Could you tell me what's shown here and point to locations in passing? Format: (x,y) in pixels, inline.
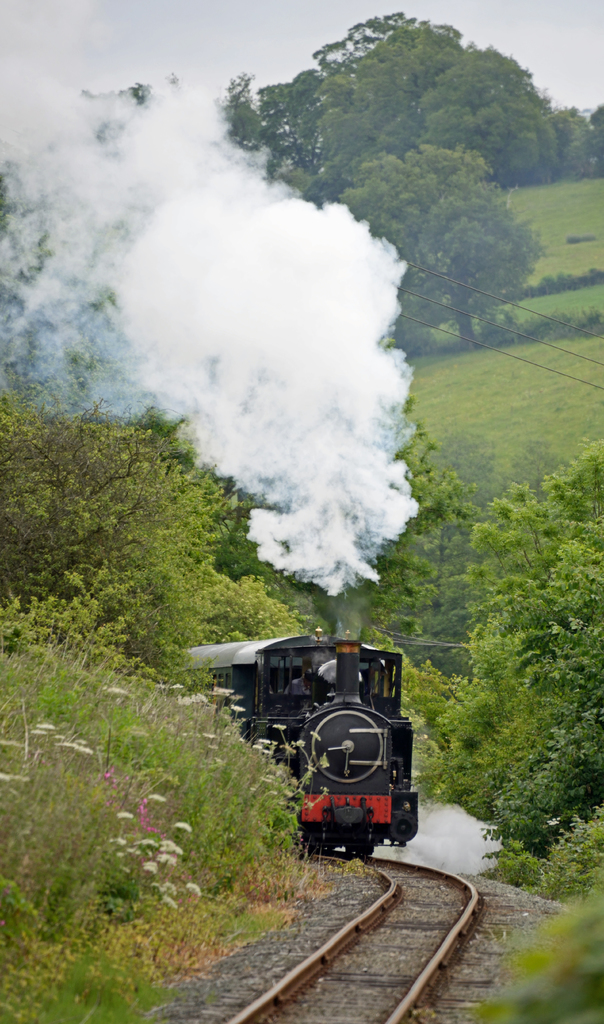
In this image we can see black color train (330,809) which is moving on track (309,961) releasing some smoke (194,348) and in the background of the image (69,523) there are some trees (531,771) and cloudy sky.
